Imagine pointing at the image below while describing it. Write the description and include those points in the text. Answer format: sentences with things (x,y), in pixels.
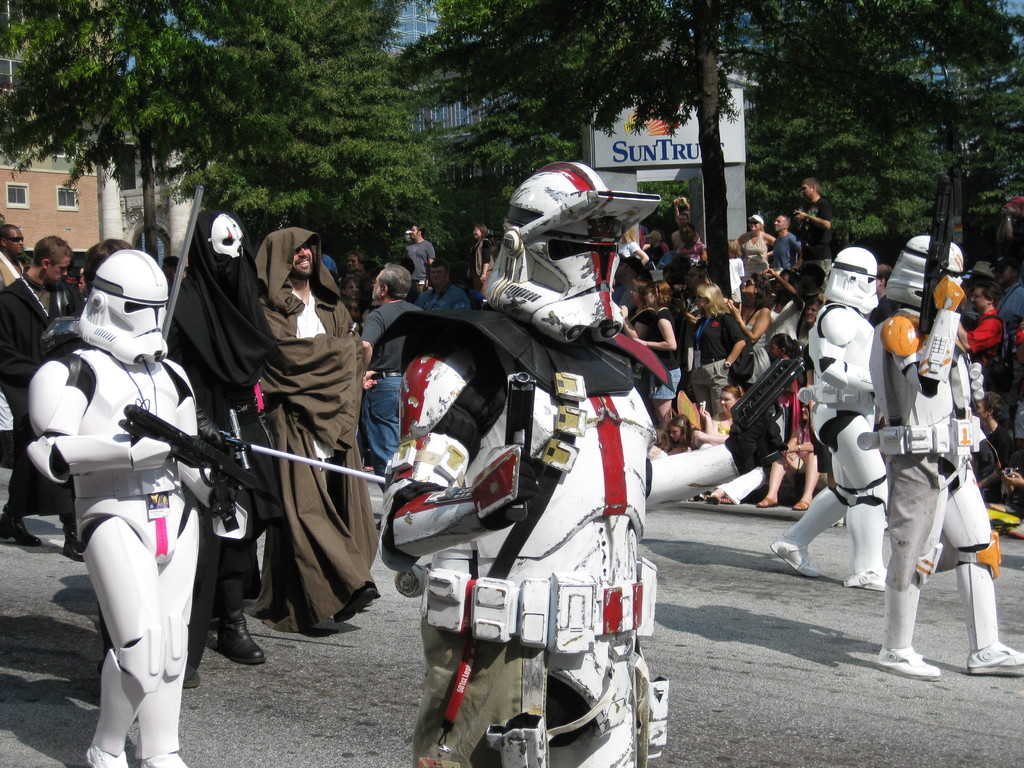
In this picture every one, most of them are celebrating star war and most of them are wearing star war costume (331,437).
